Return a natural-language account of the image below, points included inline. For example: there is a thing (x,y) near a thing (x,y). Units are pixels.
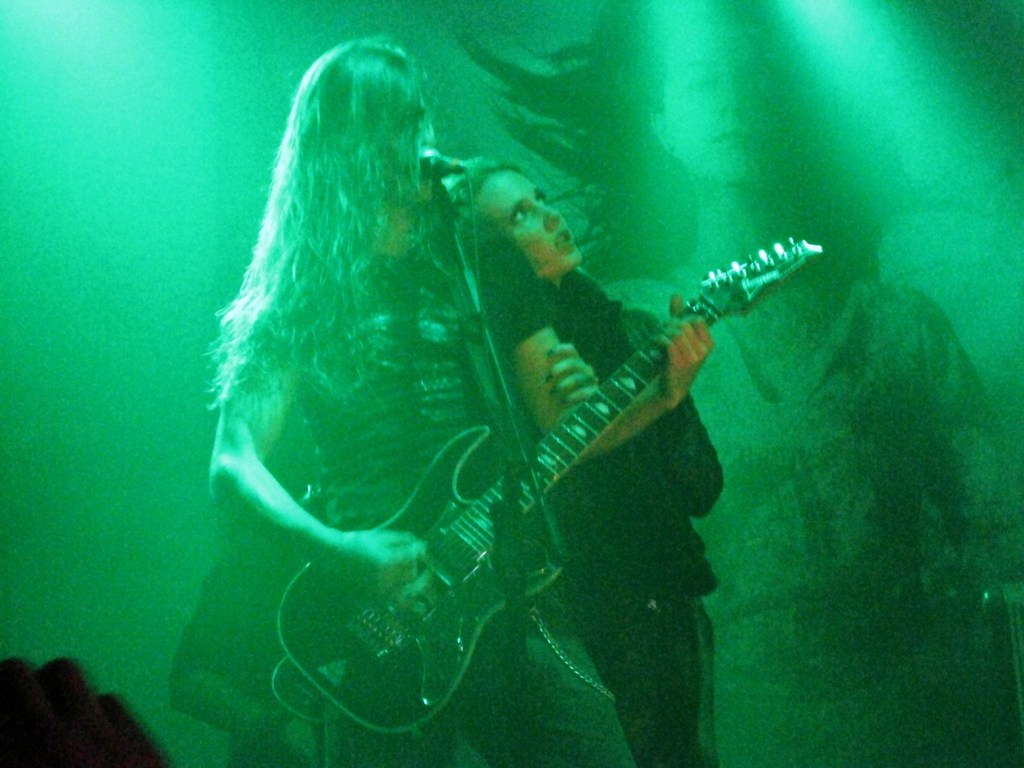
In the middle of the image (502,368) a person (336,256) is standing and playing guitar (446,445) and there is a microphone (433,166). Behind the person (458,328) there is a woman (543,206) standing and watching. Bottom left side of the image (103,749) a person (103,749) is standing. Top right side of the image (994,86) there is a screen (757,448) on the screen (880,332) there is a person (699,55) standing.
